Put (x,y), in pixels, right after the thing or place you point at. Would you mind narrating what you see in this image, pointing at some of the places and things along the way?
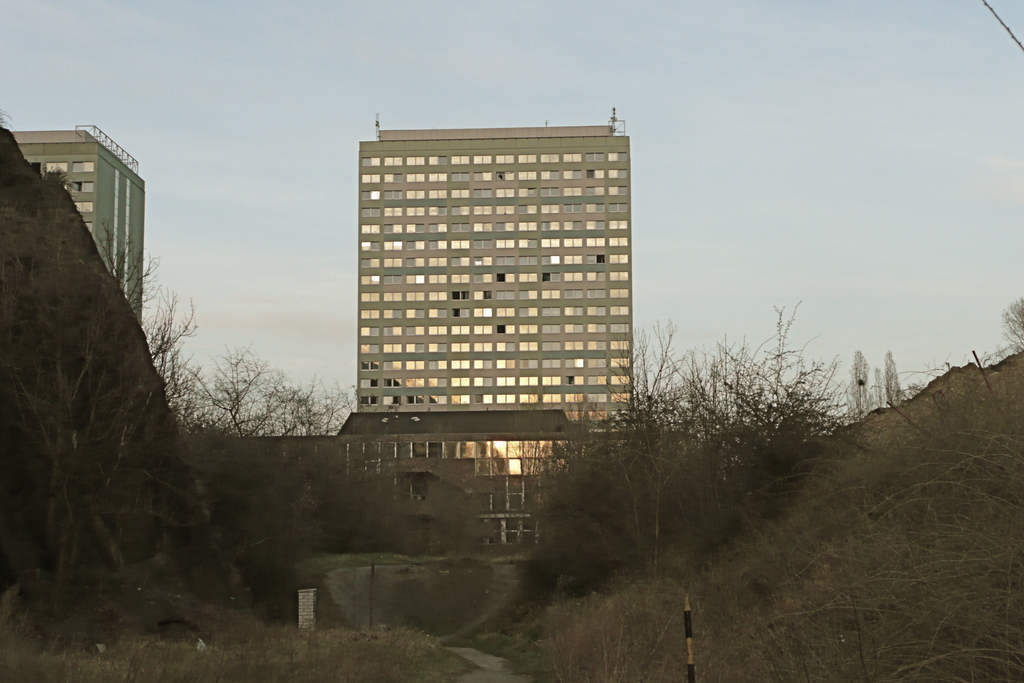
In this picture, we can see trees (333,530), buildings (84,195), sky (745,125) and other things (2,175).
